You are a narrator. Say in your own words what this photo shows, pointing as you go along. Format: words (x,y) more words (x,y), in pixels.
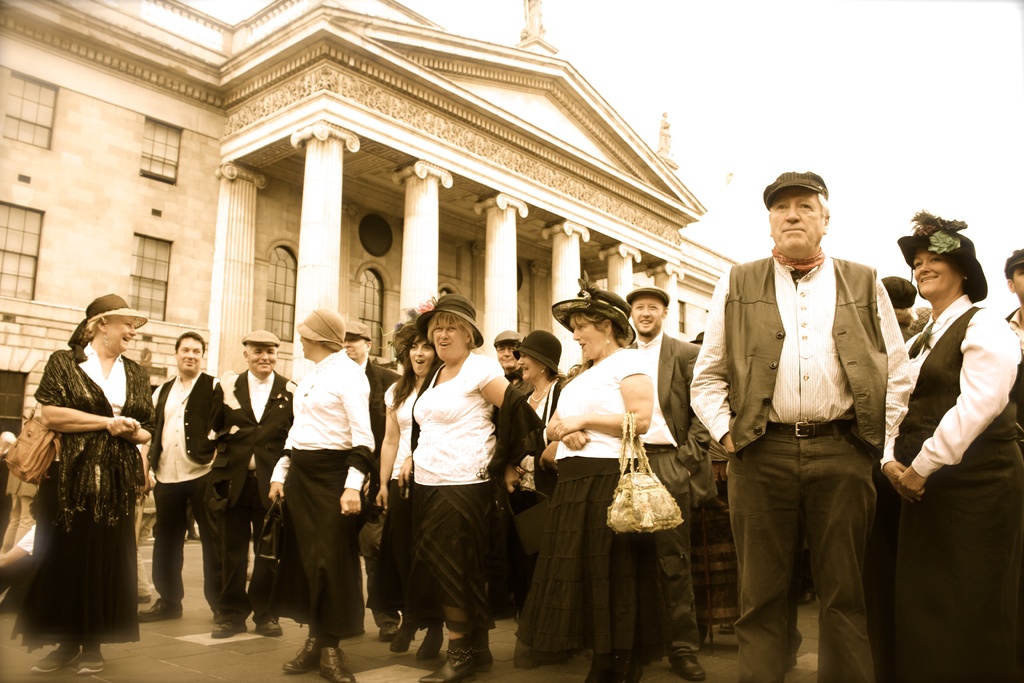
In the middle of the image (385,409) few people (939,572) are standing. Behind them we can see a building (250,115). In the top right corner of the image (774,138) we can see the sky (969,217).
